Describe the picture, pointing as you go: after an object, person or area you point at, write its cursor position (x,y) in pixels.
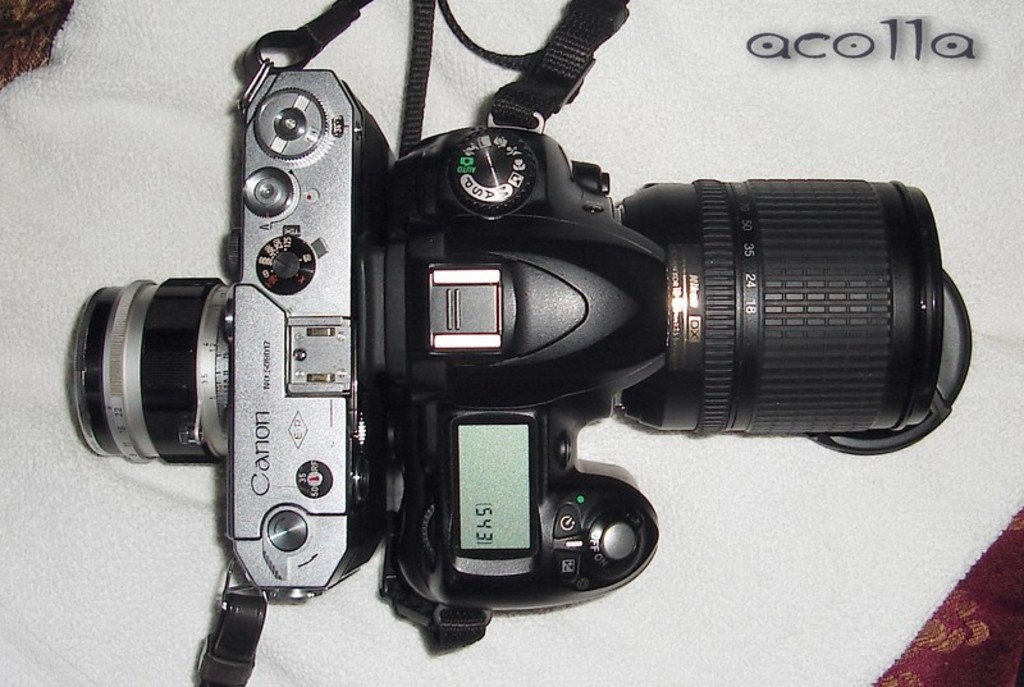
In this picture we can see a camera (329,347) on a platform (182,211), in the top right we can see some text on it.
